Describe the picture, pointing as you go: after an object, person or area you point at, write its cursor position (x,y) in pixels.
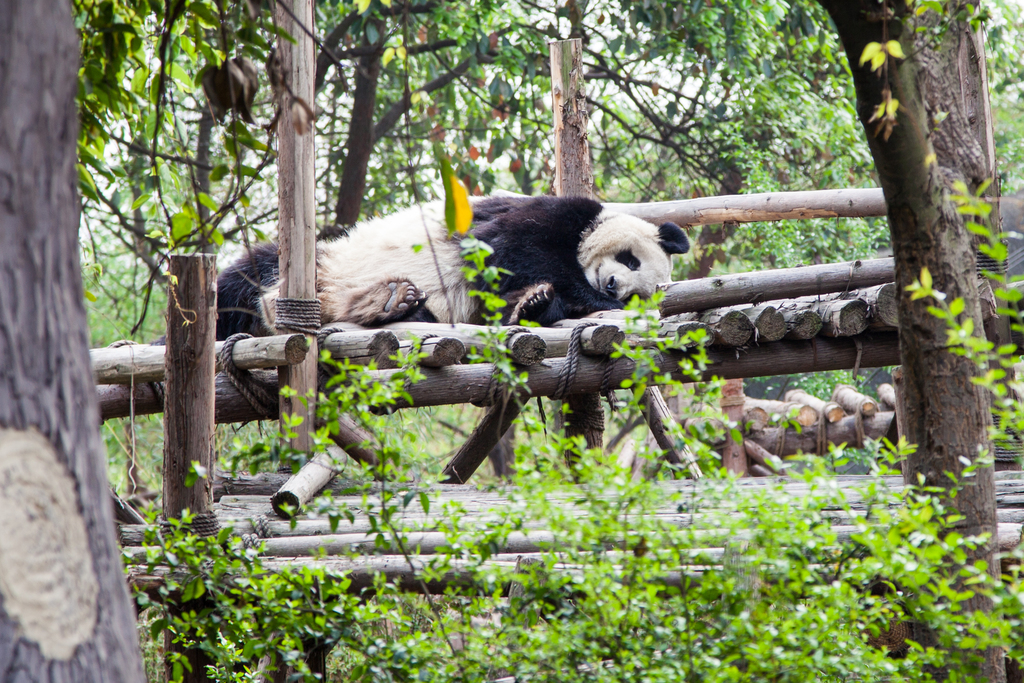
In the picture I can see a panda bear (535,307) is lying on a wooden object (439,374). In the background (556,111) I can see wooden poles (800,291), trees (929,388), plants (593,112) and some other objects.
